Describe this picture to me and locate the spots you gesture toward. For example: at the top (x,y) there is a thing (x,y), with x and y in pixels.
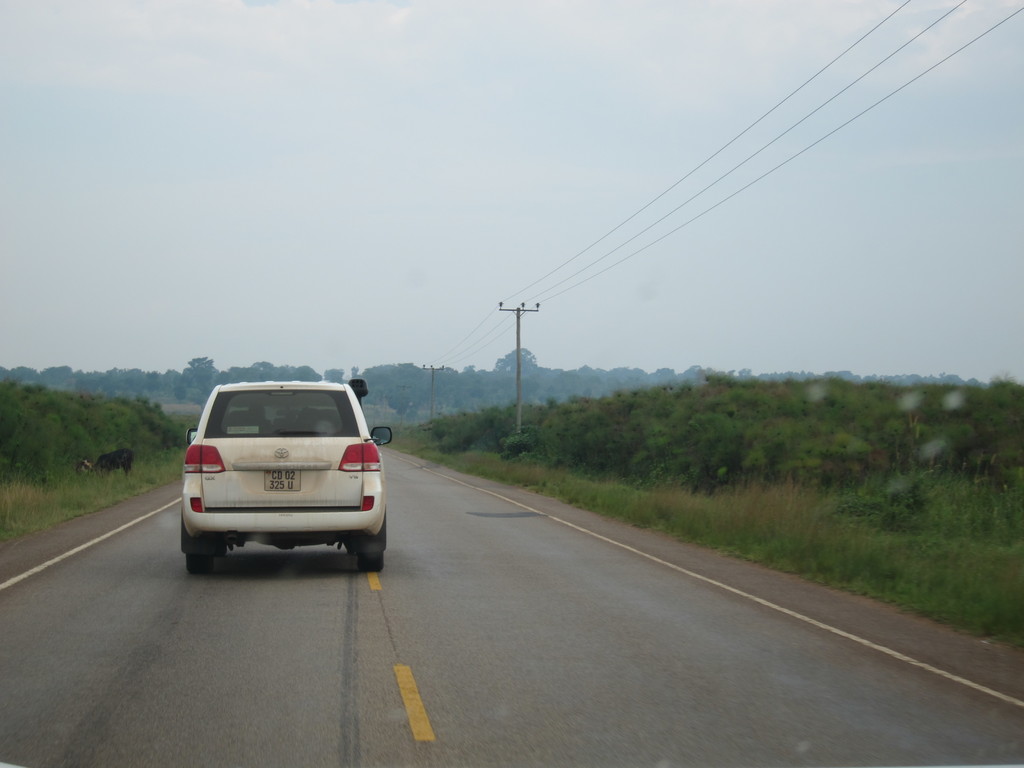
This image consists of a car (268,479) in white color on the road (432,732). At the bottom (410,726), there is a road (428,732). To the left (67,437) and right, there are plants (877,433). At the top (287,124), there are clouds (349,128) in the sky (370,122).
